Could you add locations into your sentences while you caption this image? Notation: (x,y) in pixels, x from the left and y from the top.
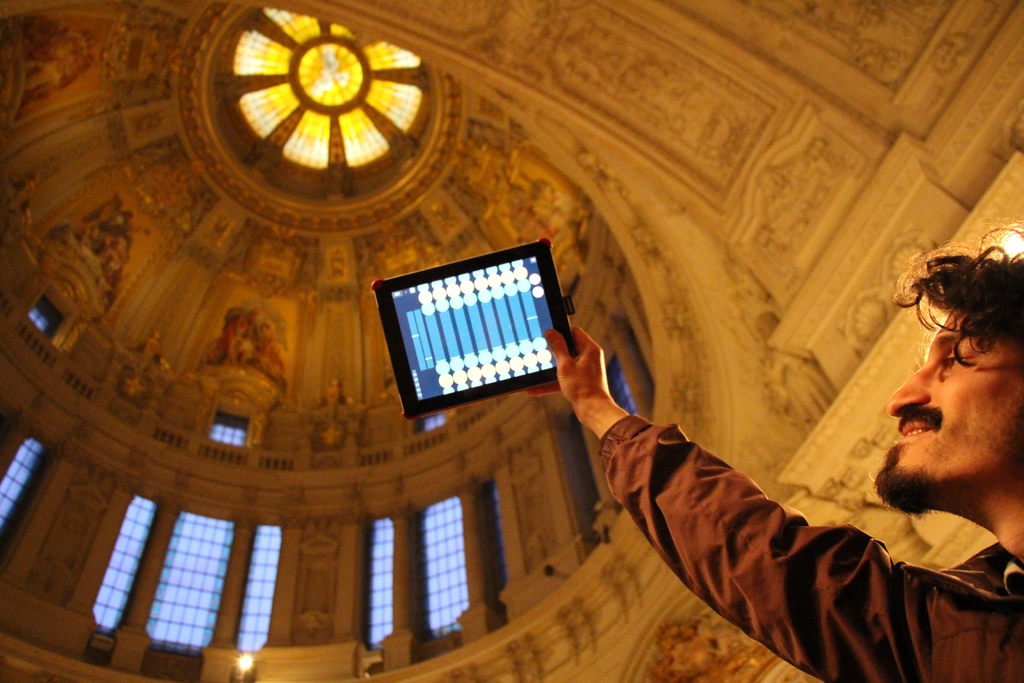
In this picture we can observe a person (730,534) standing on the right side (759,553), holding a tablet (464,346) in his hand (604,425). He is wearing brown color shirt (773,525) and smiling. In the background (281,235) we can observe a dome (105,217) from inside the building (339,263). There are some carvings (625,99) on the wall (591,223).
